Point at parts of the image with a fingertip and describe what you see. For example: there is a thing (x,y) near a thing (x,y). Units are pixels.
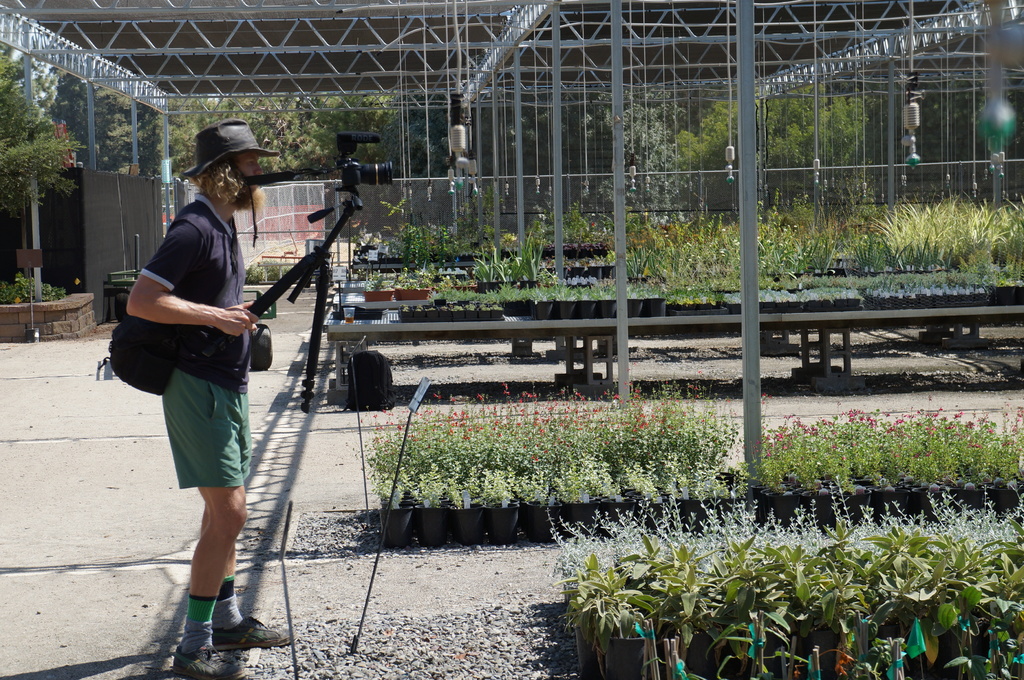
In this picture we can see a man (165,292) wore a cap (253,136) and holding a stand (347,186) with his hand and standing on the ground (148,535), bag (203,344), poles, plants (679,421) and in the background (419,159) we can see trees (438,161).
